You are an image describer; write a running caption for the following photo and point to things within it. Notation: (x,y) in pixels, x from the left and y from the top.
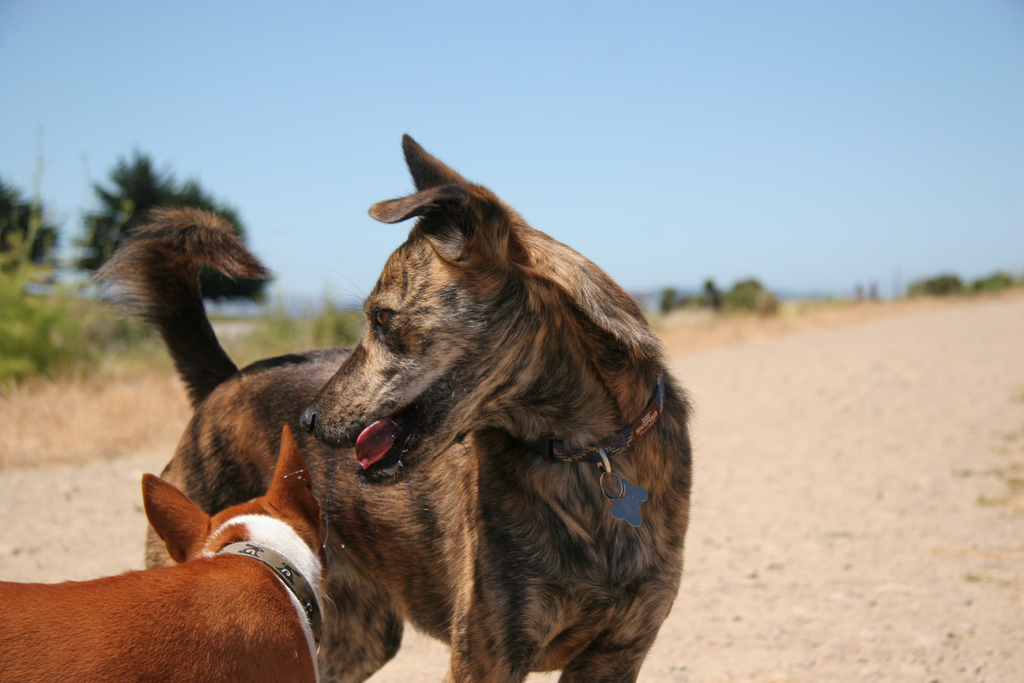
In this image, I can see two dogs (367,492) standing. I think these are the dog belts (599,463). In the background (151,193), I can see the trees (159,205) and plants (688,299). This is the sky (726,114).
